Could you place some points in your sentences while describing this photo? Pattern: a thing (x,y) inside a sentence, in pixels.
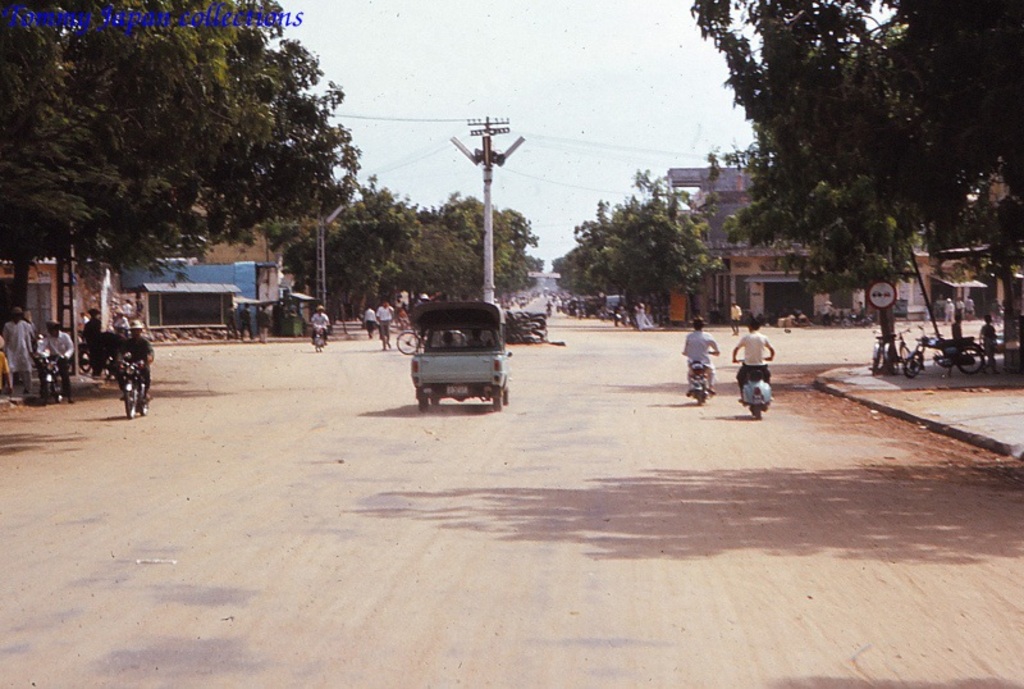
In this image on the road (267,389) many vehicles (476,358) are moving. Few persons (748,375) are riding bikes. On the both sides of the image there are trees (102,231). In the background (504,255) there are buildings (722,269), trees (400,247). Here there is an electric pole (489,167). The sky (468,112) is clear.
